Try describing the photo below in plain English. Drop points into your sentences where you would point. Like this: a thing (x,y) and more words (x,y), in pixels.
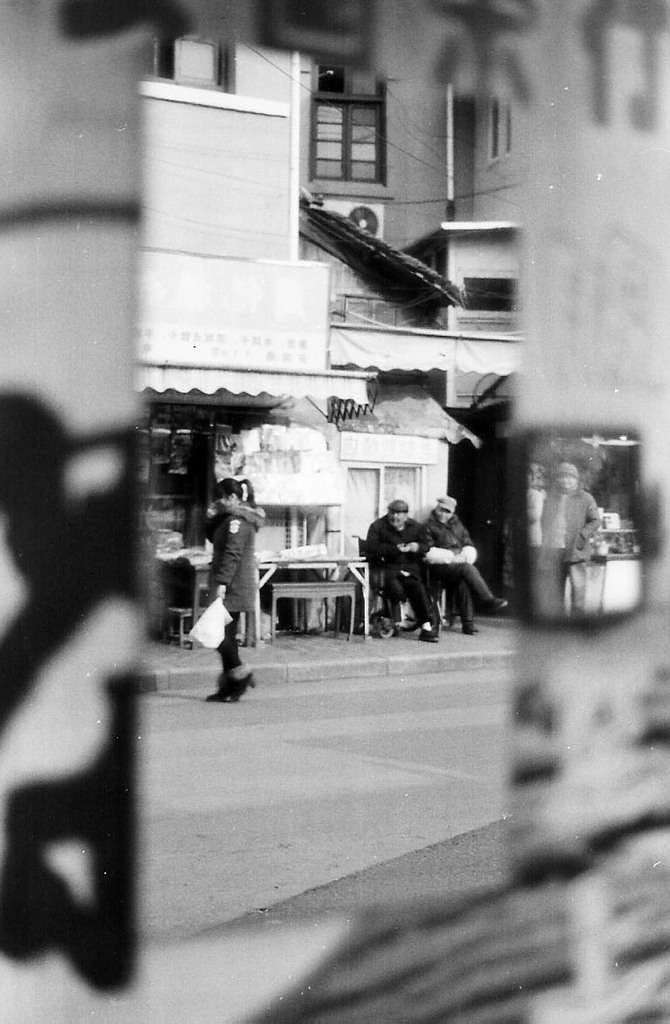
In this image I can see the black and white picture in which I can see the road (343,757), a person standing on the road (252,698), the side walk (283,650), few persons (469,555) sitting on benches (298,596) on the sidewalk (338,645) and few buildings (370,169) in the background (370,169).
